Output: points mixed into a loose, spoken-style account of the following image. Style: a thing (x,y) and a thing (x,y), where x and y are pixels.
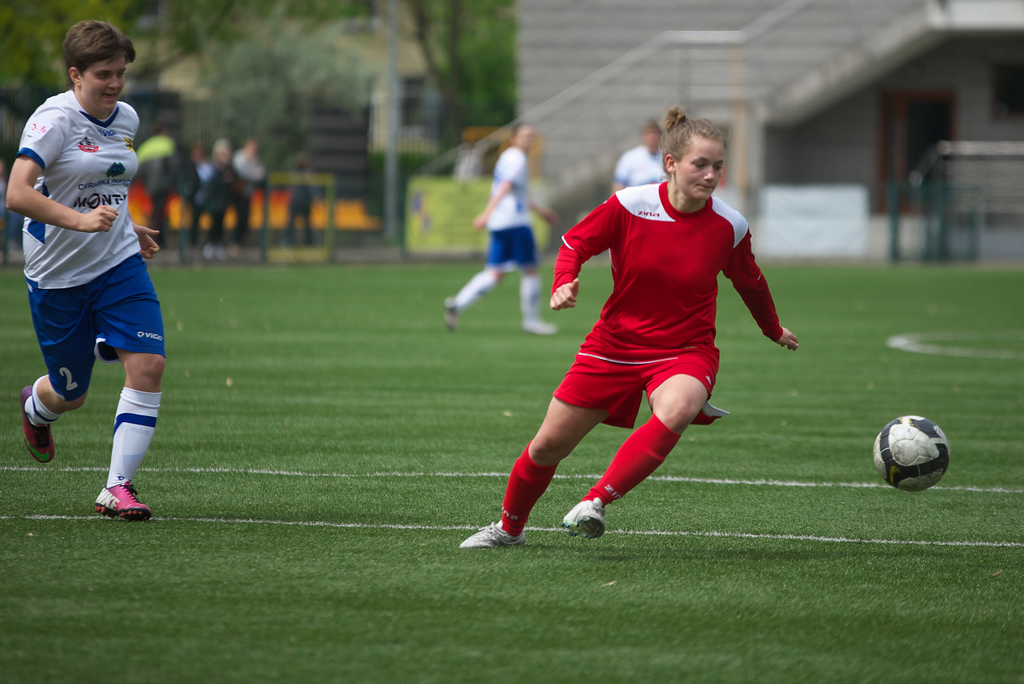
In this picture I can see two persons (658,360) playing with a ball (925,446), and in the background (304,212) there are group of people (303,197) standing, there is grass (588,302), it looks like a board (428,179), house (578,193), pole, there are stairs (605,109), iron rods (892,194) and there are trees (246,139).
